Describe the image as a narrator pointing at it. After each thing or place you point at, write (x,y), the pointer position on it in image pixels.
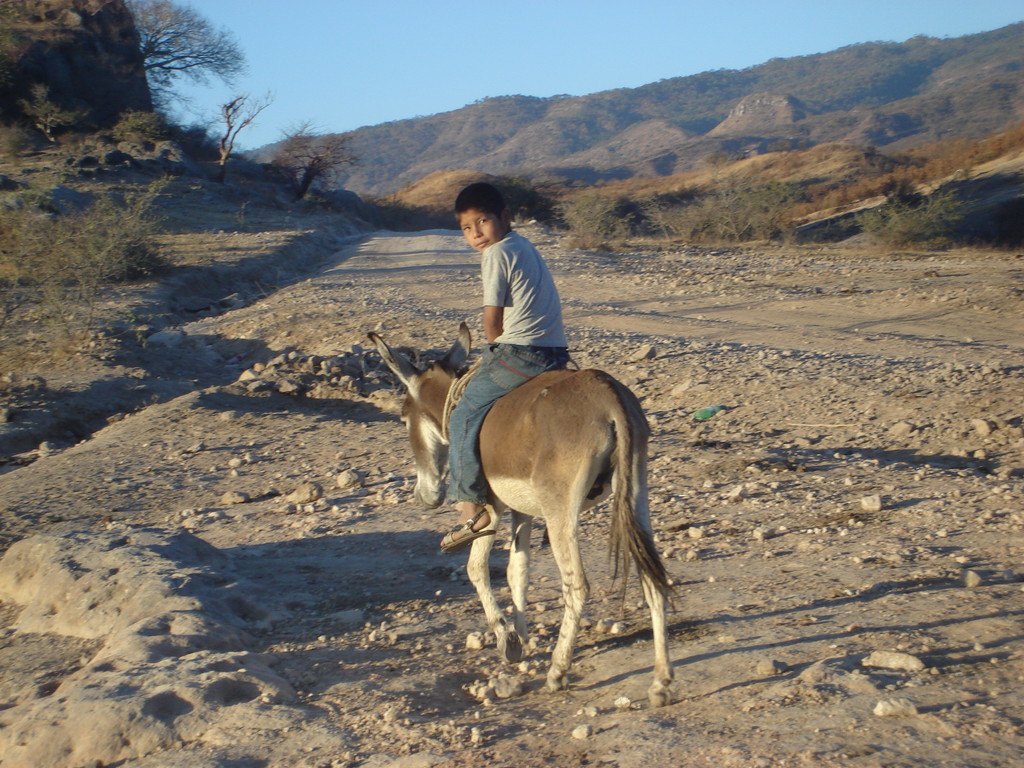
In this image we can see a boy (498,358) sitting on a donkey (527,437) and there are some trees (599,190) and mountains (933,120) and the sky (515,48) in the background (515,60).
